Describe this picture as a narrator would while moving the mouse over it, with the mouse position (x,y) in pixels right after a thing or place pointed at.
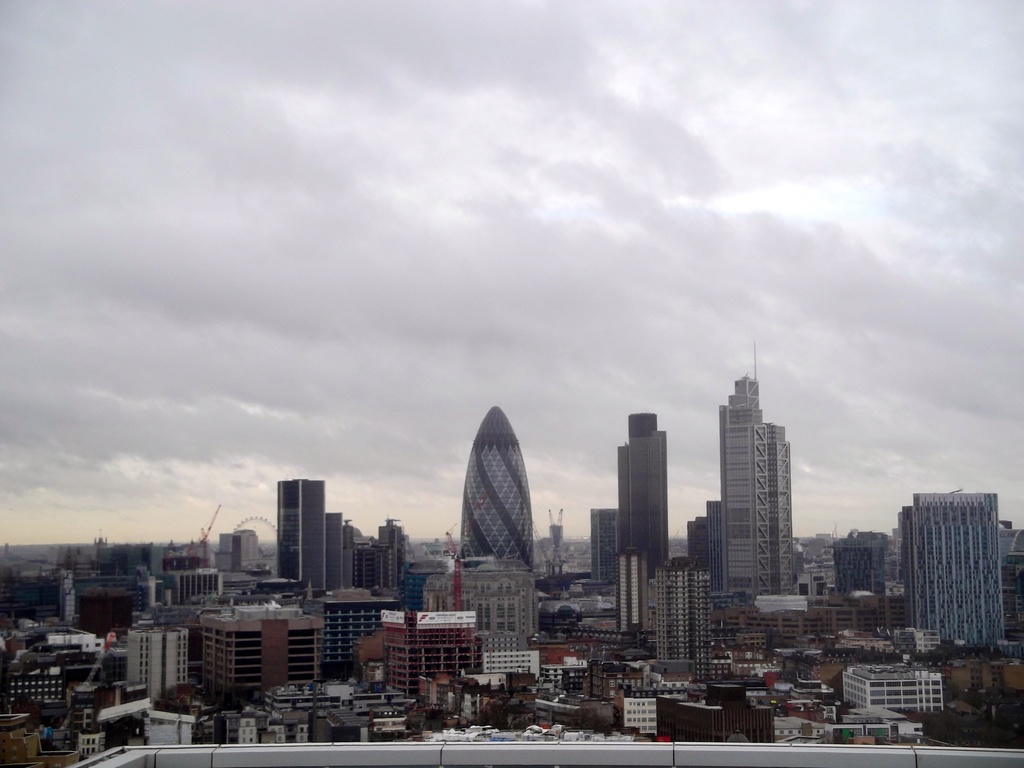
This is a aerial view. In this image we can see buildings (588,568), trees (949,692), sky (803,525) and clouds (351,204).
